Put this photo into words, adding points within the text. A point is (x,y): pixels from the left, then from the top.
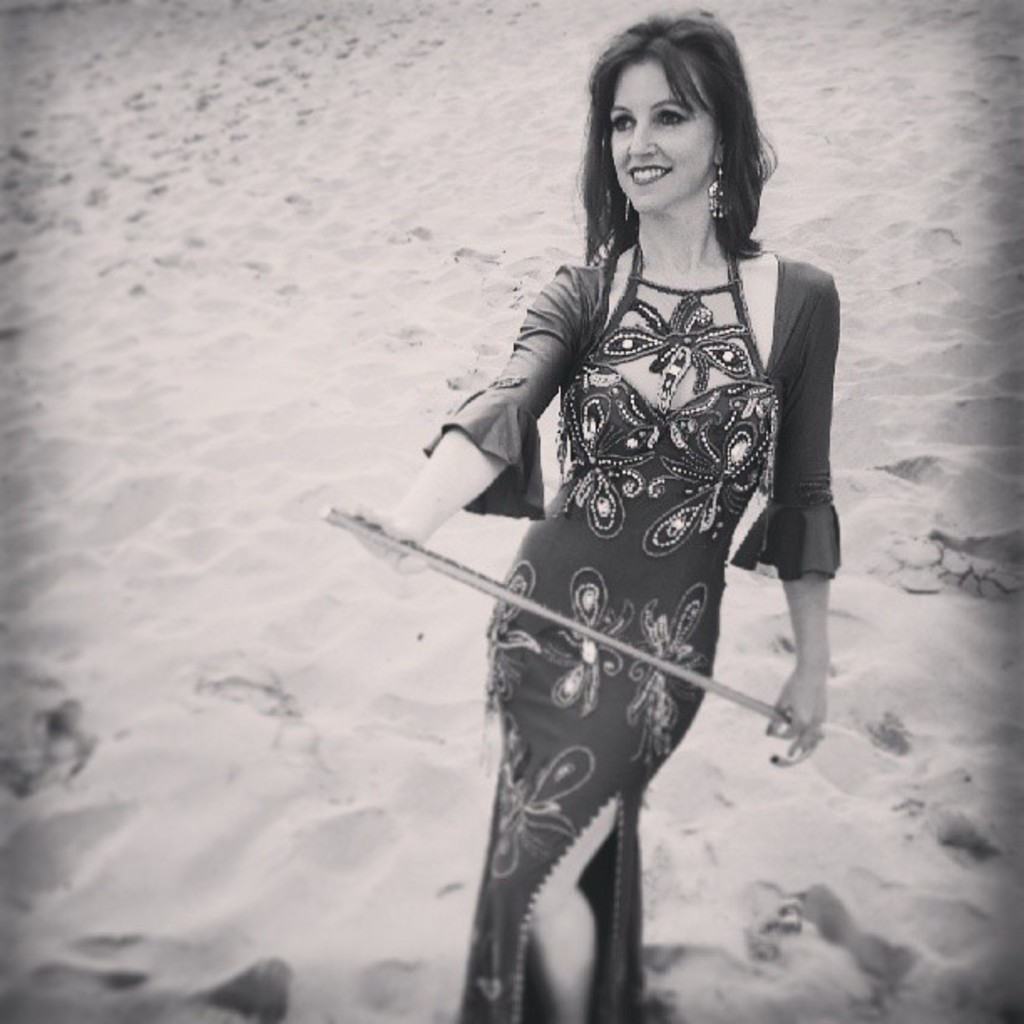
It looks like a black and white picture. We can see a woman (572,631) holding an object (549,612) and smiling and behind the woman (606,486) there is sand (341,336).
